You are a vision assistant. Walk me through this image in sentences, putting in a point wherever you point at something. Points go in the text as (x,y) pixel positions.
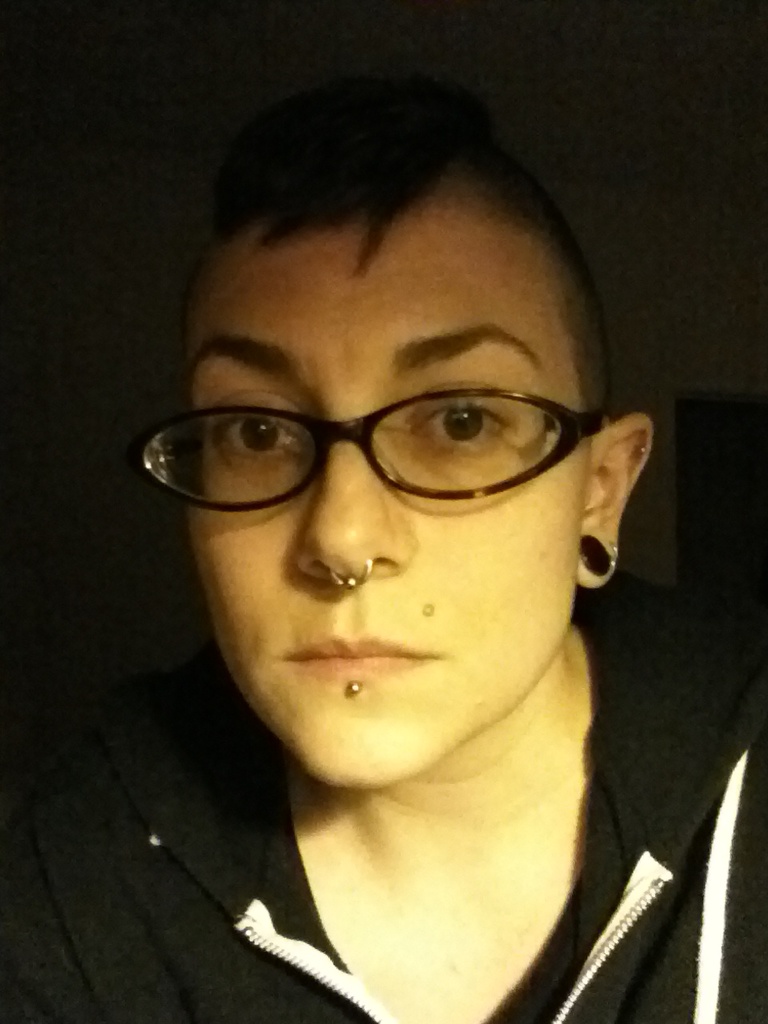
In this image, I can see a person (355,530) with a nose ring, spectacles (484,448), earring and clothes (130,757). There is a dark background (138,70).
